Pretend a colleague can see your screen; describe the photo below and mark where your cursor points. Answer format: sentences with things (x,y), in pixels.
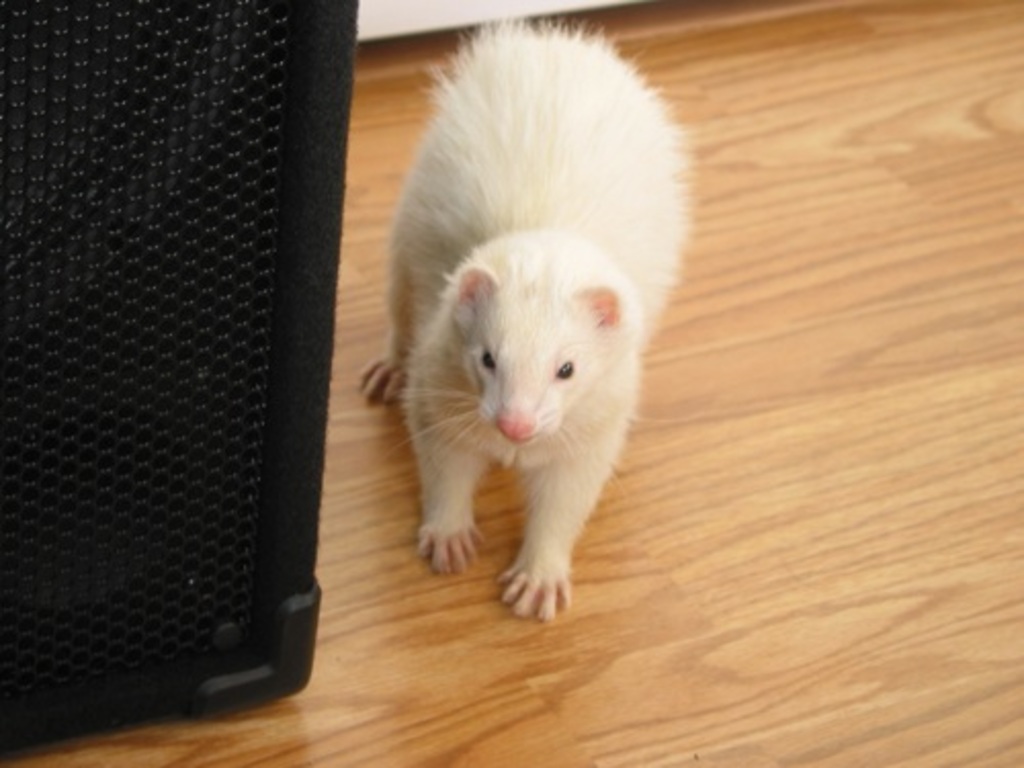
In this image I can see an animal (479,172) which is in white color. To the left (127,331) there is a sound box (140,453). These are on the brown color surface (722,555).
